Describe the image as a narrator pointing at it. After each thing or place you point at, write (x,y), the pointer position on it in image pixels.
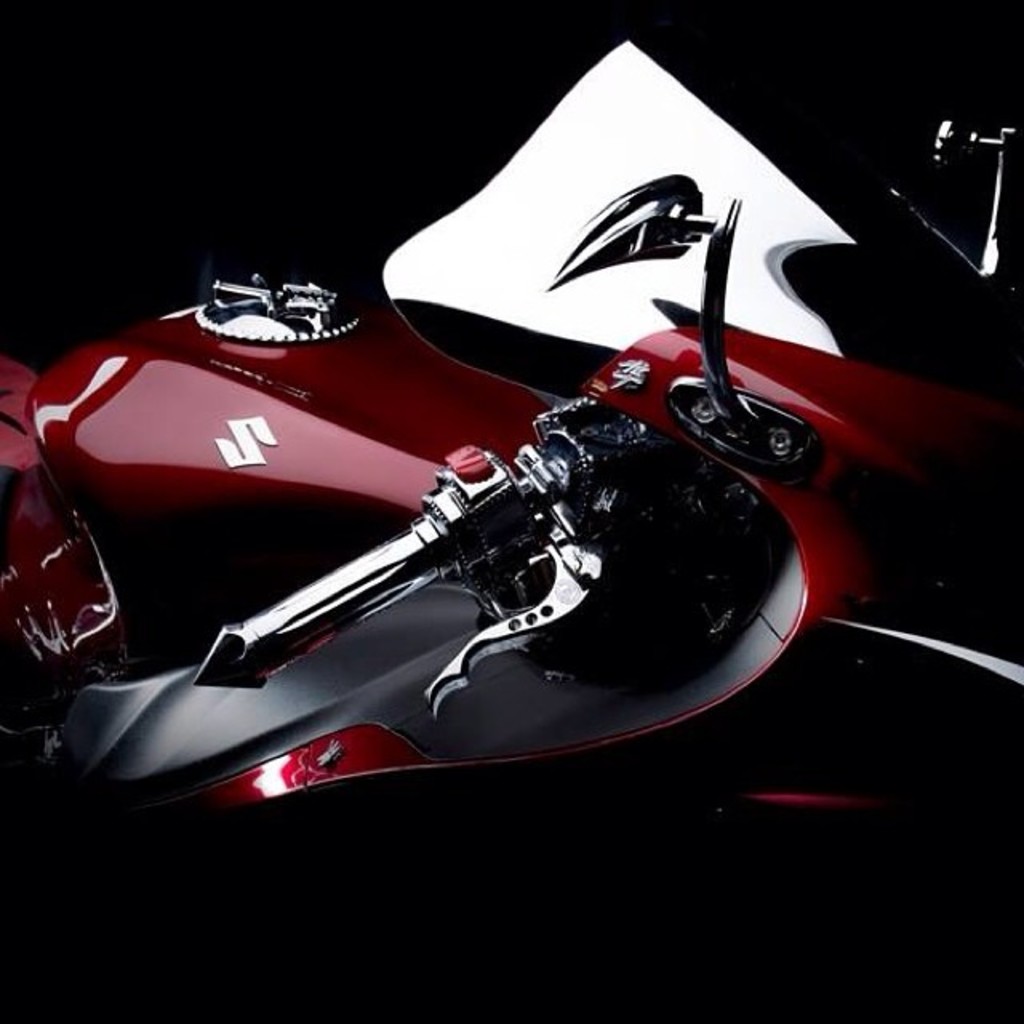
In this image there is a vehicle (568,454). There is a logo (246,436) on the vehicle (246,417). The background (118,142) is dark.
